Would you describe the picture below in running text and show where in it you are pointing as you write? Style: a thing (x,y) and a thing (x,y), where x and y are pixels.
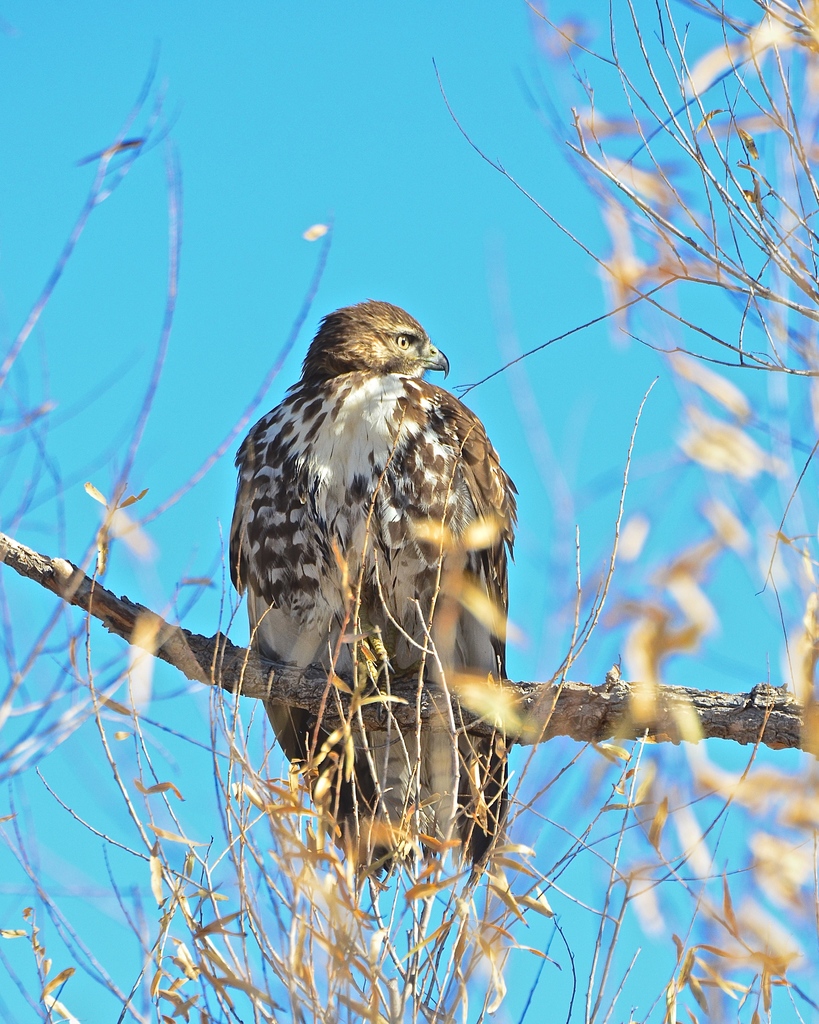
In this image we can see there is a bird (397,511) on the tree (491,886). In the background (424,294) there is a sky (664,112).
